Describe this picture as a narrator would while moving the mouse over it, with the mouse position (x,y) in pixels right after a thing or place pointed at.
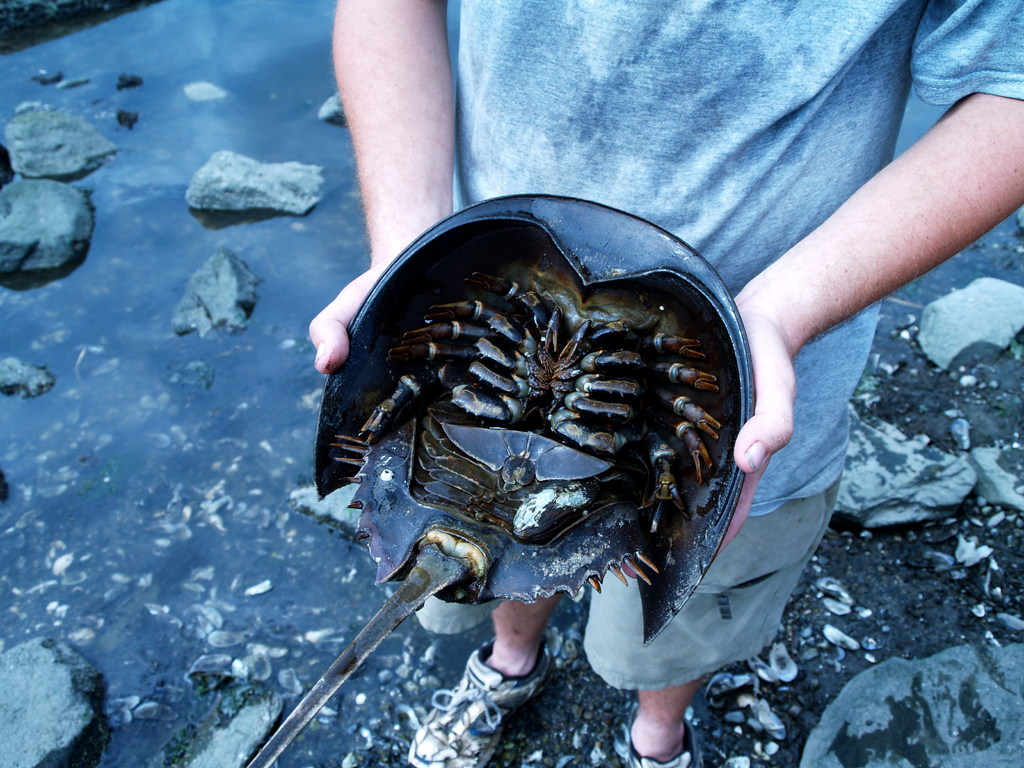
In this image, we can see a person (807,215) holding a horseshoe crab (586,469). At the bottom (260,563), there is water (170,373) and we can see rocks (68,142).
